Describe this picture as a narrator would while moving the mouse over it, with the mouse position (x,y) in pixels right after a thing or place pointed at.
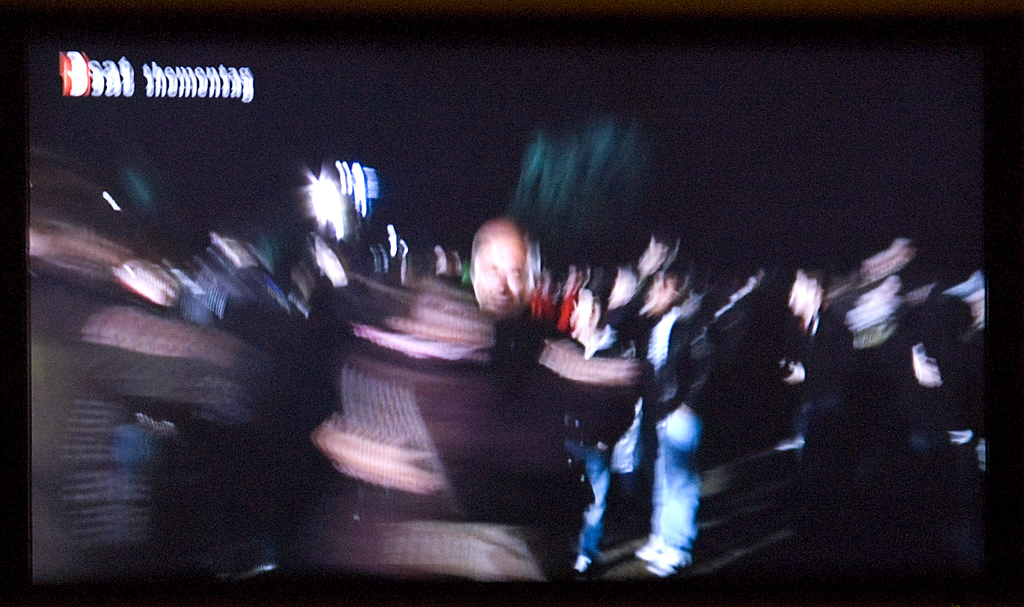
This is a blur image and this is an image clicked in the dark. Here I can see few people (502,297), it seems like they are dancing. In the top left (110,92) there is some text (146,89). The background (489,137) is in black color.
